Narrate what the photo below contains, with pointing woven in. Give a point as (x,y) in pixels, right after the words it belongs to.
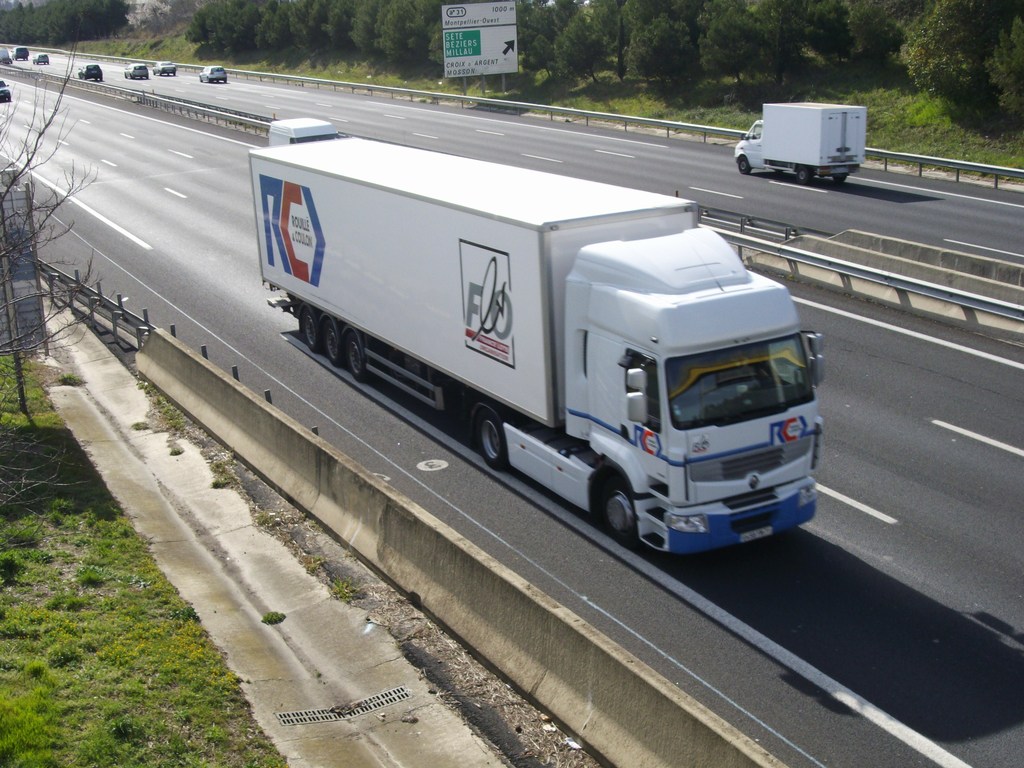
In the center of the image (458,293) we can see trucks (412,251), cars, road (554,163) are there. On the left side of the image (114,615) grass (48,590), tree (6,279) are there. At the top of the image (644,60) trees (644,60), boards (470,30) are present.
